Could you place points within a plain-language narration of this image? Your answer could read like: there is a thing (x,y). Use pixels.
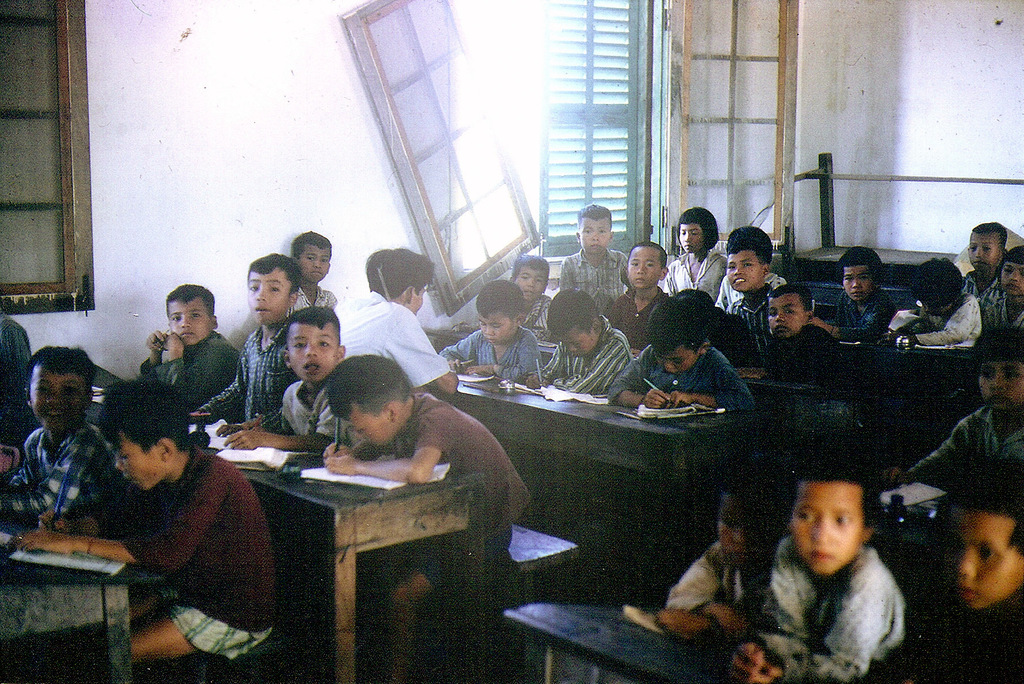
In this image there are group of children (326,430) who are sitting on benches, and they are writing something in the books (278,456). In the background (391,143) there is a wall (933,116), and some windows (659,200).
